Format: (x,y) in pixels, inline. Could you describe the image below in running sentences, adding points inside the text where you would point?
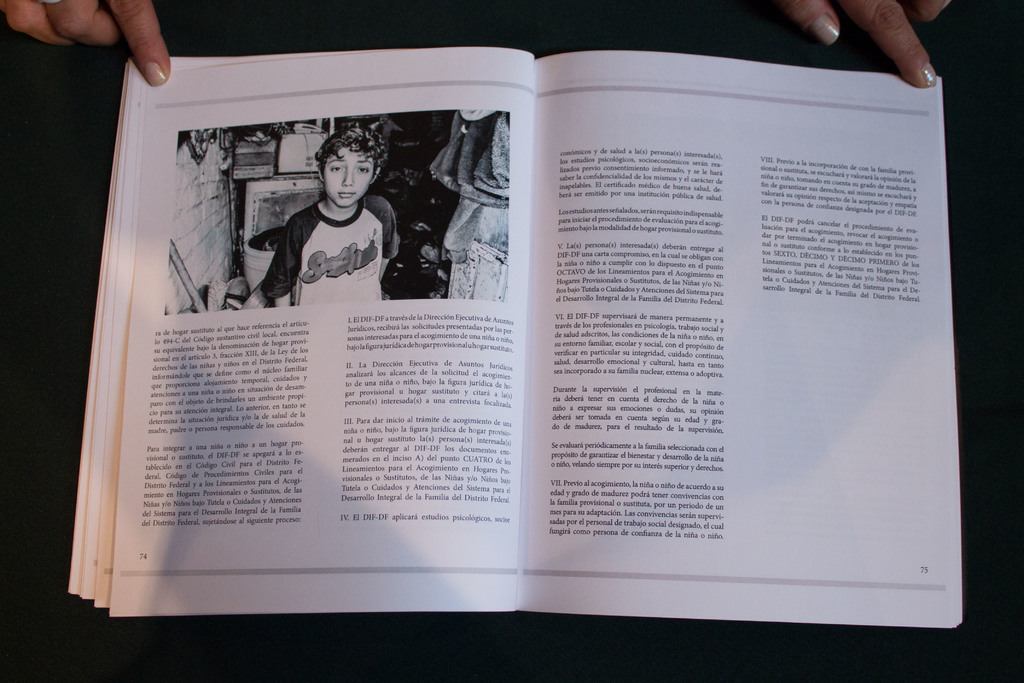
In this image I can see a person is touching a book (504,327) may be kept on a table (1016,201). This image is taken, may be in a room (711,336).
